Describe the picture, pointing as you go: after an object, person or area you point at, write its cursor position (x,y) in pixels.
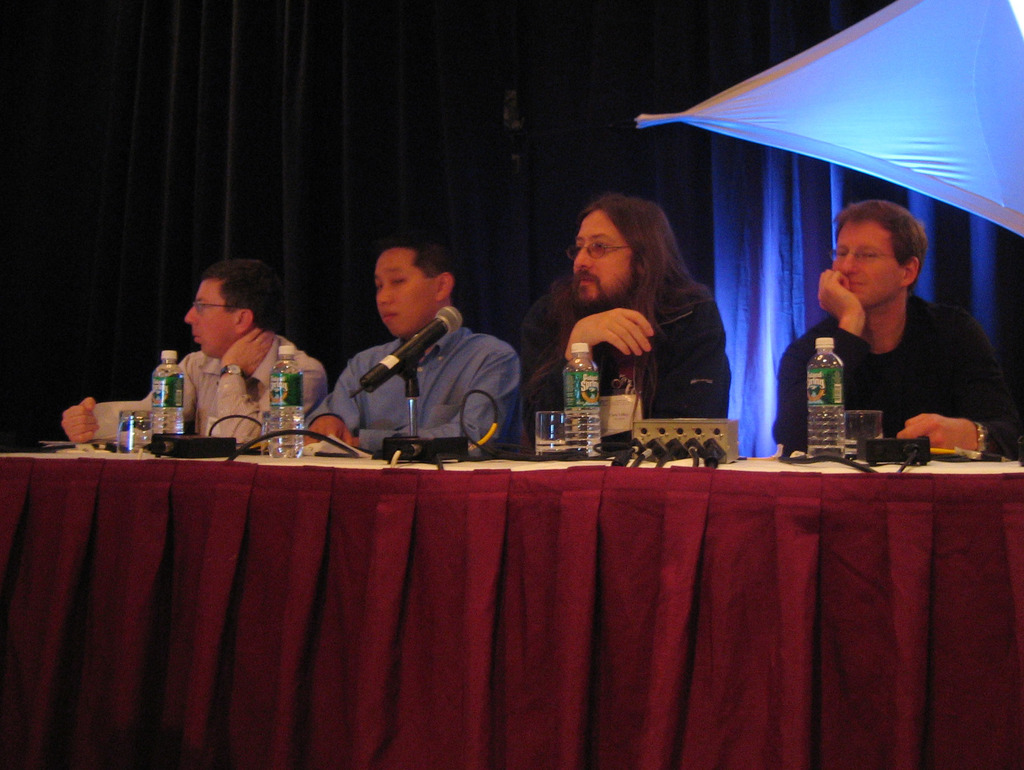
In the center of the picture (539,339) we can see the group of people (313,390) sitting on the chair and we can see a table (240,484) on the top of a bottles (271,406), glasses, microphone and some other items (157,446) are placed. In the background (505,117) we can see the curtains (621,130). On the right corner (814,104) there is a white color object (910,113) seems to be the curtain (906,163).
